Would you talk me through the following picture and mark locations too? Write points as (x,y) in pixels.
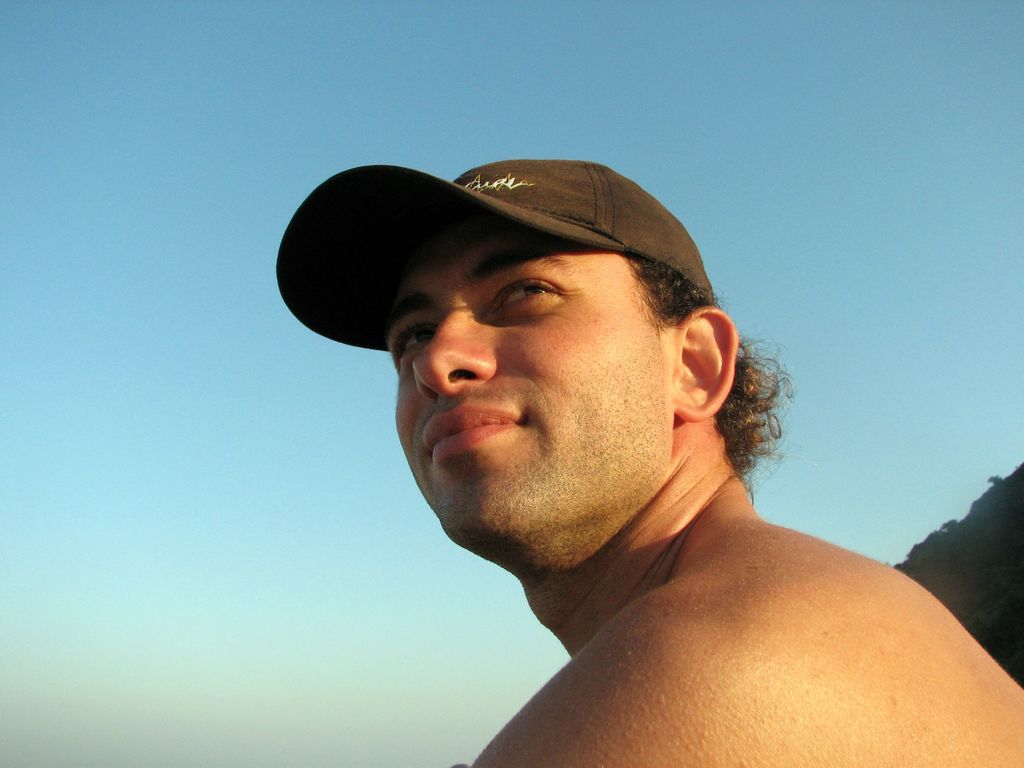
In the front of the image (724,672) I can see a person (750,733) wore a cap (619,243). In the background (823,328) there is a blue sky (174,380).
